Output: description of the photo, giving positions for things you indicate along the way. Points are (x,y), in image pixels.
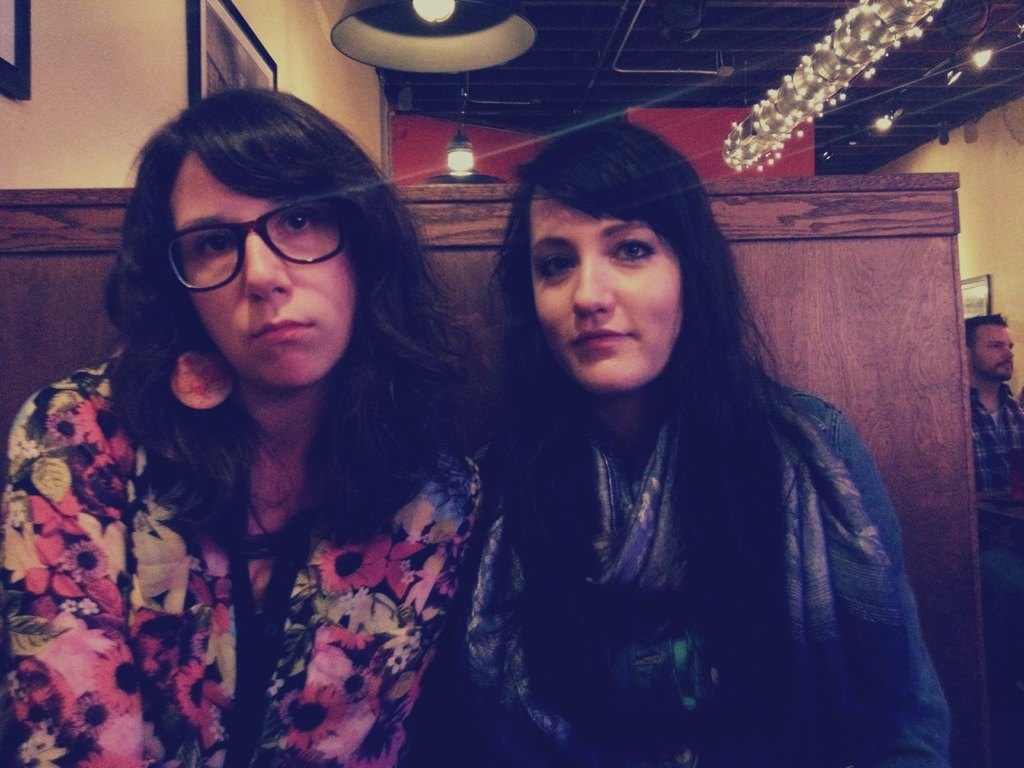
In this picture I can observe two women (332,406). One of them is smiling. One of them is wearing spectacles (223,258). On the right side (995,389) I can observe a man (976,410). In the background (463,17) I can observe some lights (443,29) hanged to the ceiling (573,91). On the left side (202,63) I can observe photo frames (217,51) on the wall (95,78).
